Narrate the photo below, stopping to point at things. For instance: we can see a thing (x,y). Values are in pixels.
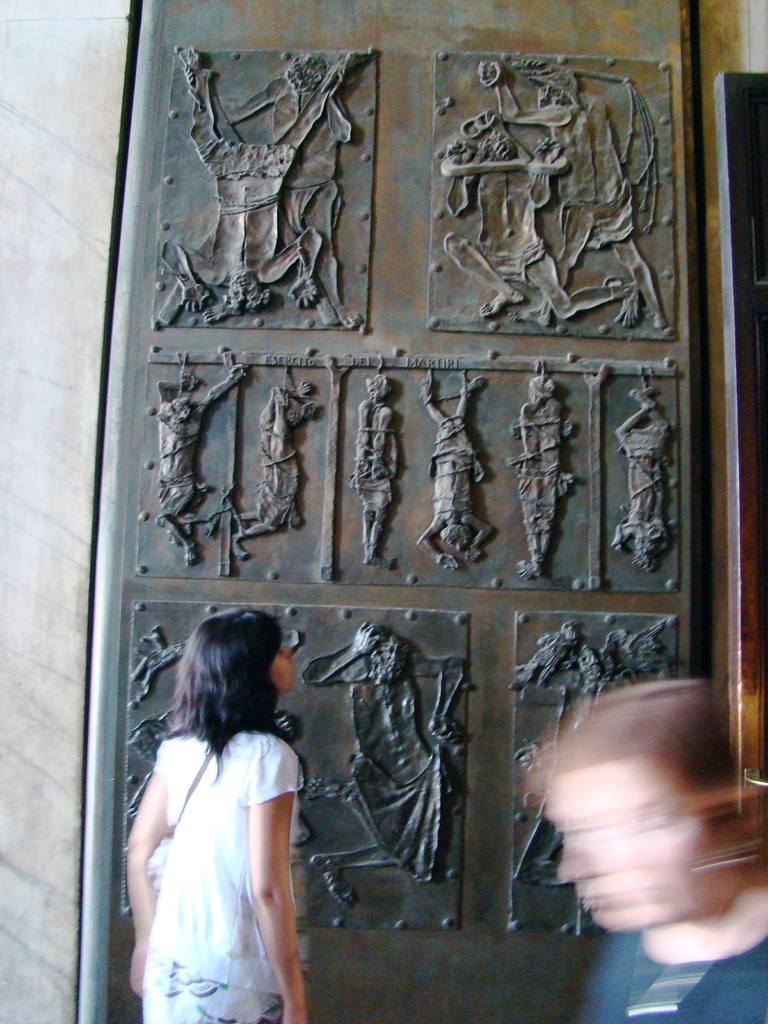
In the left side (239,654) a girl (224,834) is standing and observing these carvings (453,467), she wore a white color dress (193,939).
